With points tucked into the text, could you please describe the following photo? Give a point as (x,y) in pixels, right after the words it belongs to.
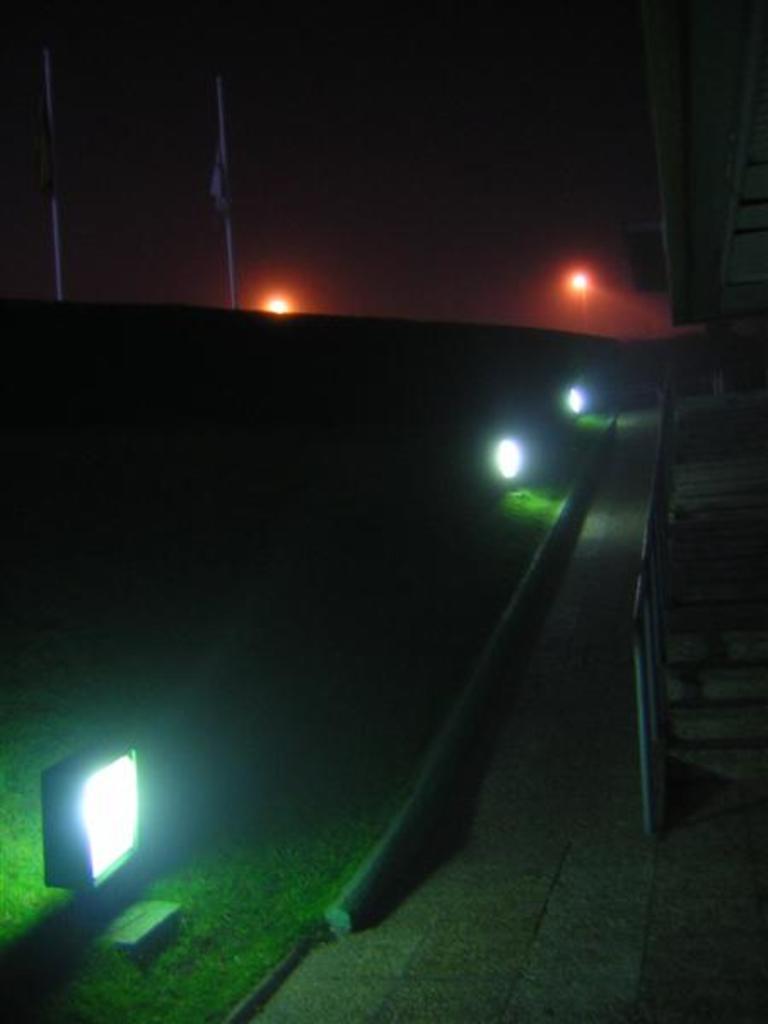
In this picture, on the right side (738,732), we can see a staircase (759,395). On the left side of the image (127,809), we can see some lights (127,818), poles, at the bottom (273,819) there is a grass (249,882).
